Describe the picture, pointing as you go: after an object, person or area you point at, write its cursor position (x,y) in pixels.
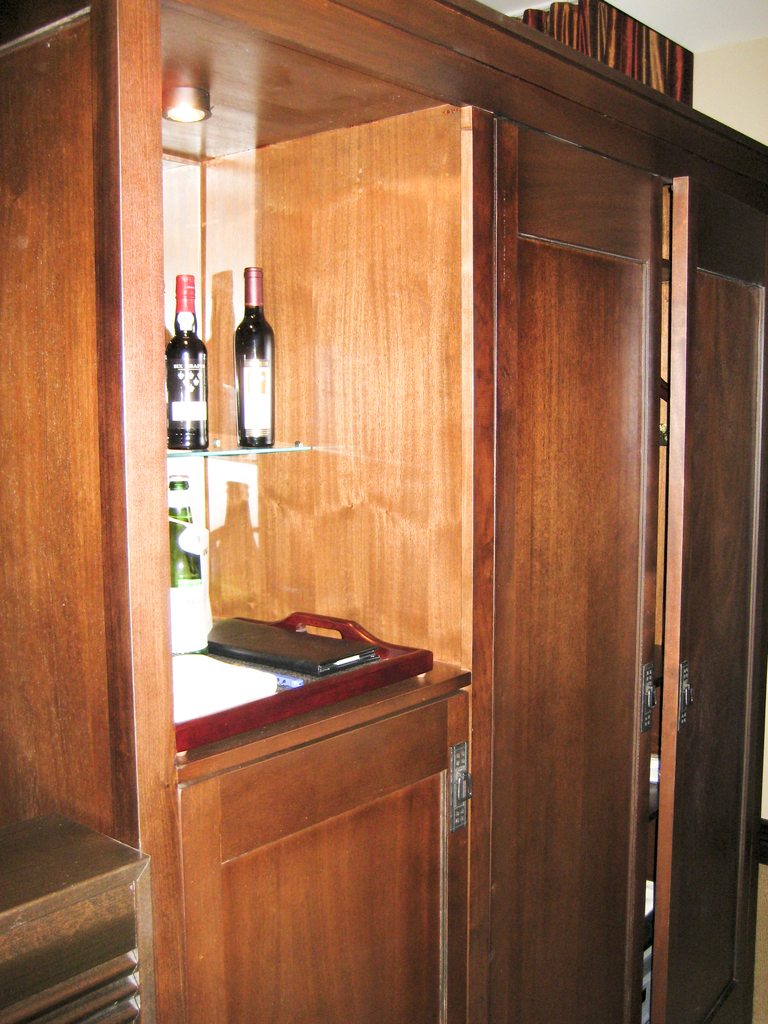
This is the picture of a cupboard (498,630) and to the side there is a shelf (414,699) in which there are some bottles (263,390) placed.
